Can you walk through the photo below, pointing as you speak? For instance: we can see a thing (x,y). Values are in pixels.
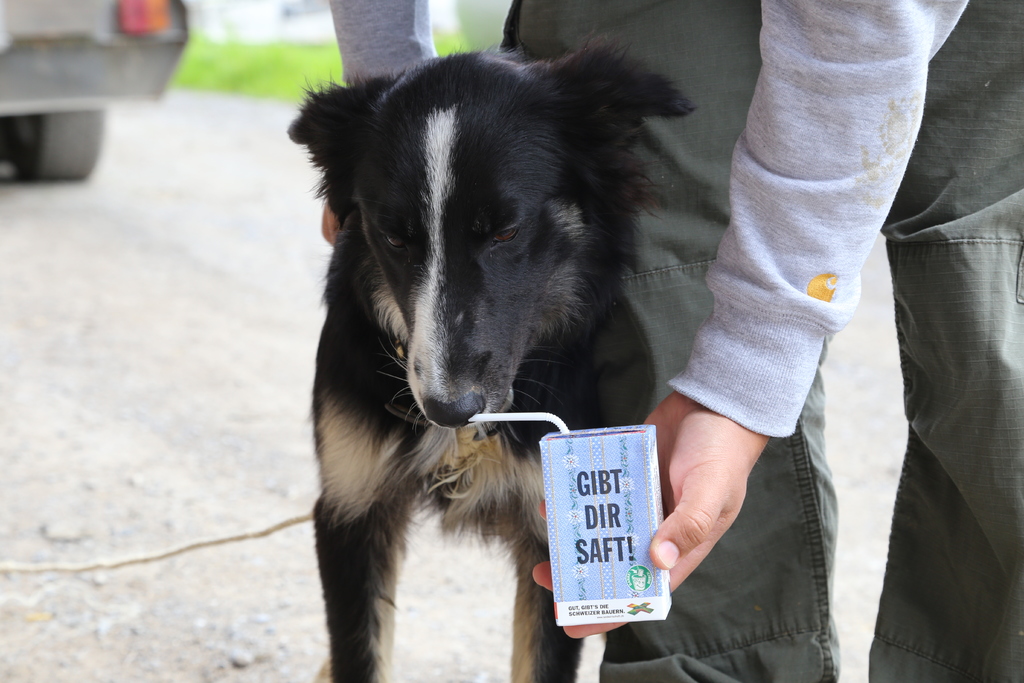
In the background (295,73) we can see the green grass (294,74), a vehicle (16,22) on the road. On the right side of the picture (893,147) we can see a person (717,77) holding a juice packet (633,487) in the hand (666,431) and we can see a dog (577,305) and the dog (576,300) is drinking with a straw (504,417).
